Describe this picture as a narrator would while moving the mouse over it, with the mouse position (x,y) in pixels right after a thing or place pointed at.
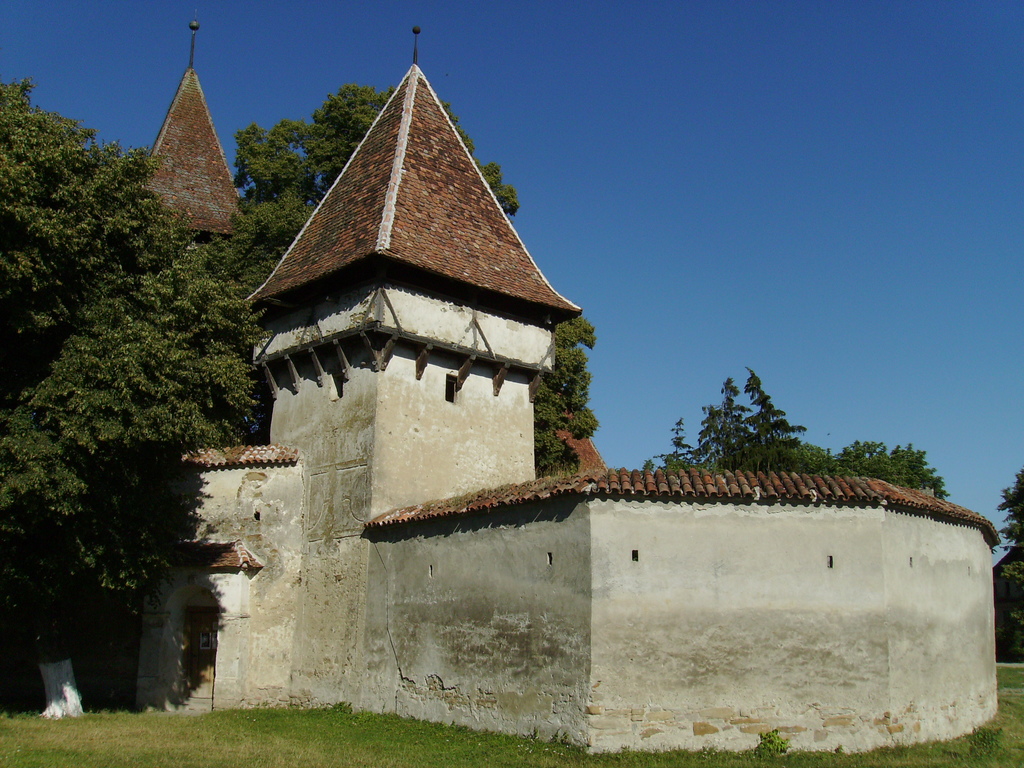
At the bottom of this image (239,762), there is grass (752,751) on the ground (768,751). In the background (90,262), there are trees (83,350), buildings (434,144) and there is a blue sky (638,107).
